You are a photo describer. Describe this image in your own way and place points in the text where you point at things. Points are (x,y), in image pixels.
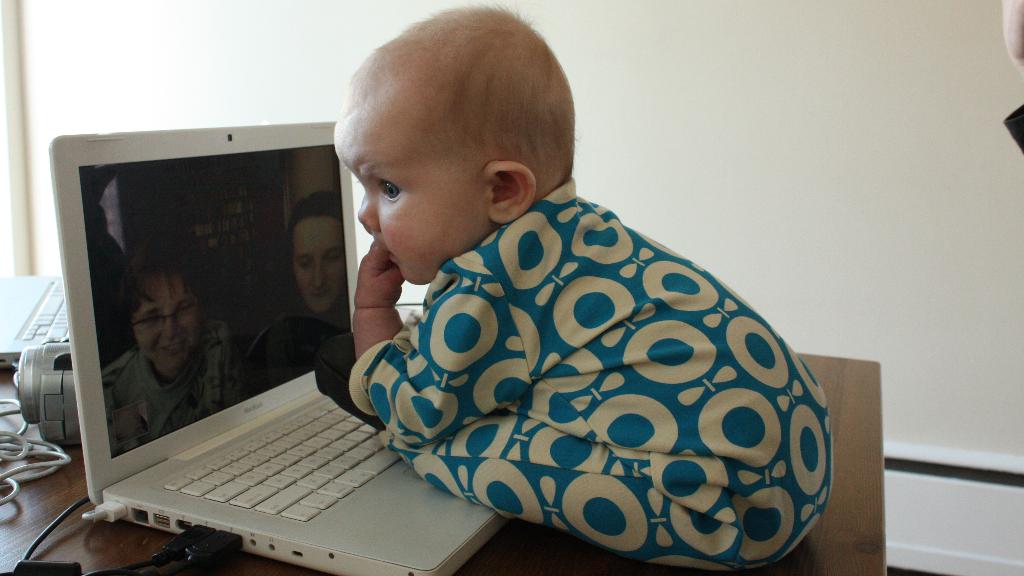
In this image I see a baby (496,482) who is sitting on the table (92,547) and there is laptop (301,472) in front of the baby (524,431). In the background (269,114) I see the wall (241,114).
